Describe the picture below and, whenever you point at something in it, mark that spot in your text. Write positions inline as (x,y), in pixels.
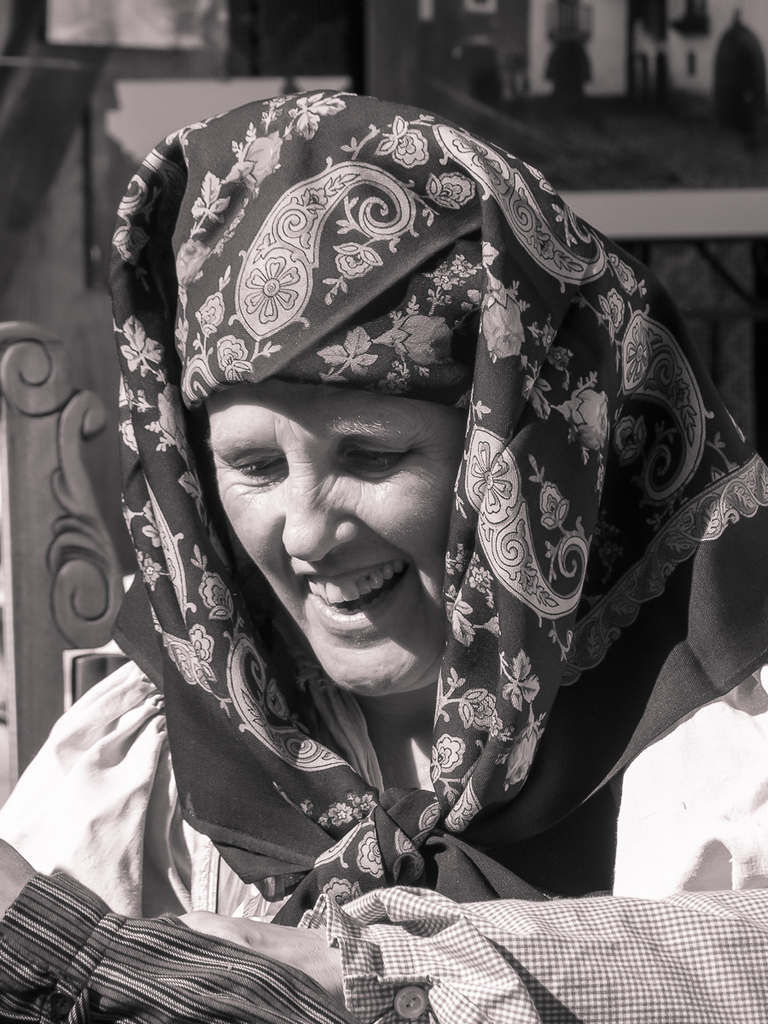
In this image there is a woman (302,676) having a smile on her face (308,445).
